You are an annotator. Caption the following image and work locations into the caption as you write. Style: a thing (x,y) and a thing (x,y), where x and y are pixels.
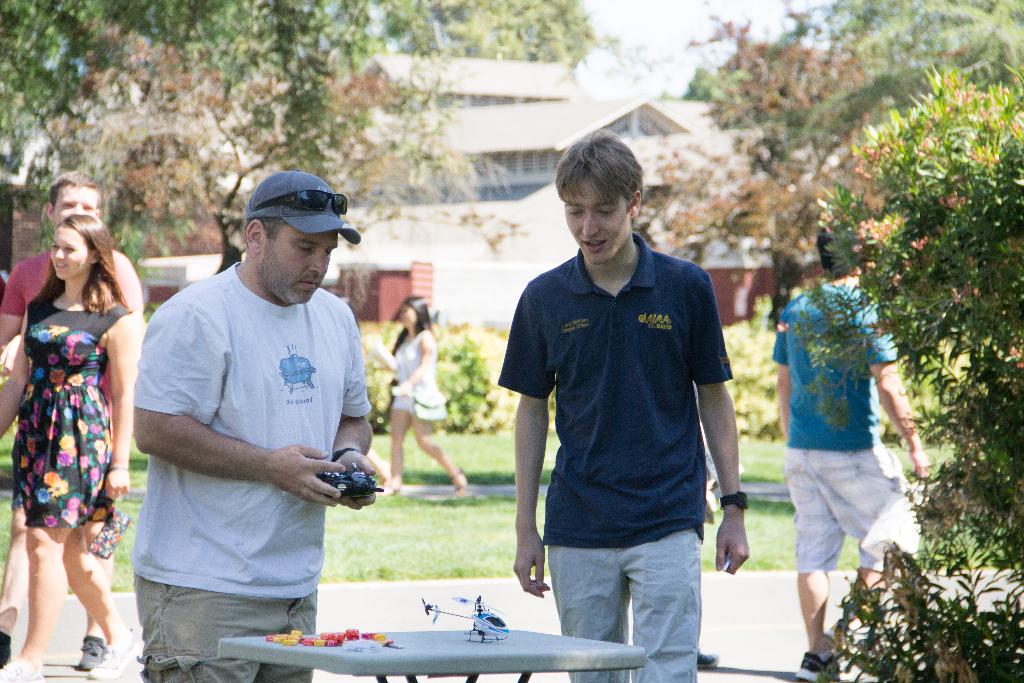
As we can see in the image there is grass (432,474), plants (477,402), trees (1022,390), few people (681,673) here and there, table (343,664), houses (472,140) and sky (695,25).
